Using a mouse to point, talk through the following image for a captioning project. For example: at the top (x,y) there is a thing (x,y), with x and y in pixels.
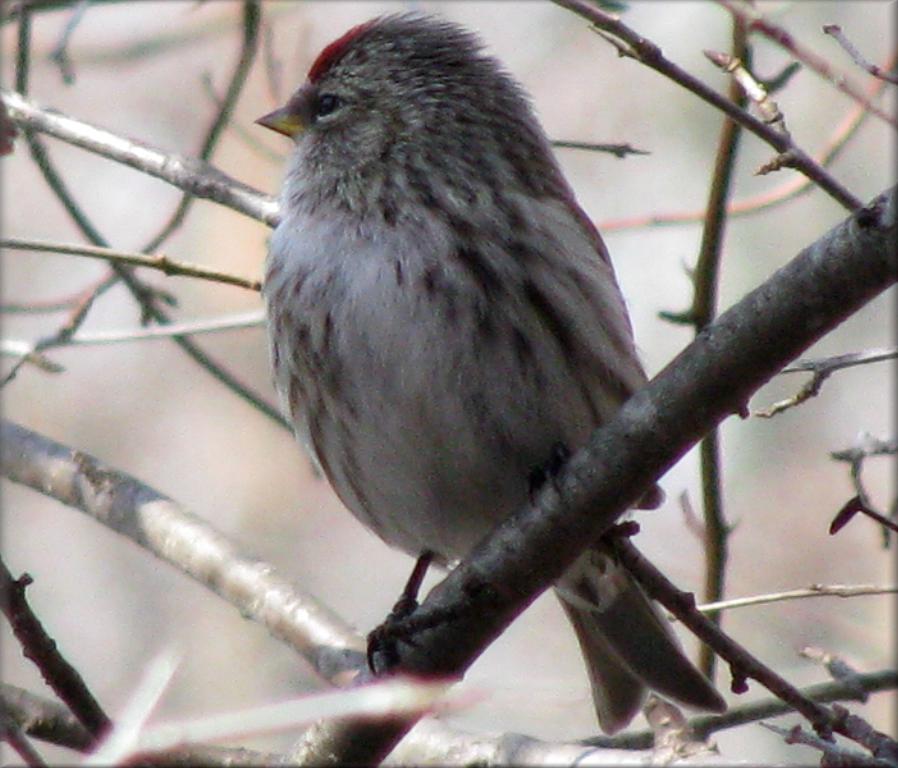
In this picture we can see a bird (368,347) on the branch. Behind the bird (428,338), there are branches (235,182) and the blurred background (774,218).
